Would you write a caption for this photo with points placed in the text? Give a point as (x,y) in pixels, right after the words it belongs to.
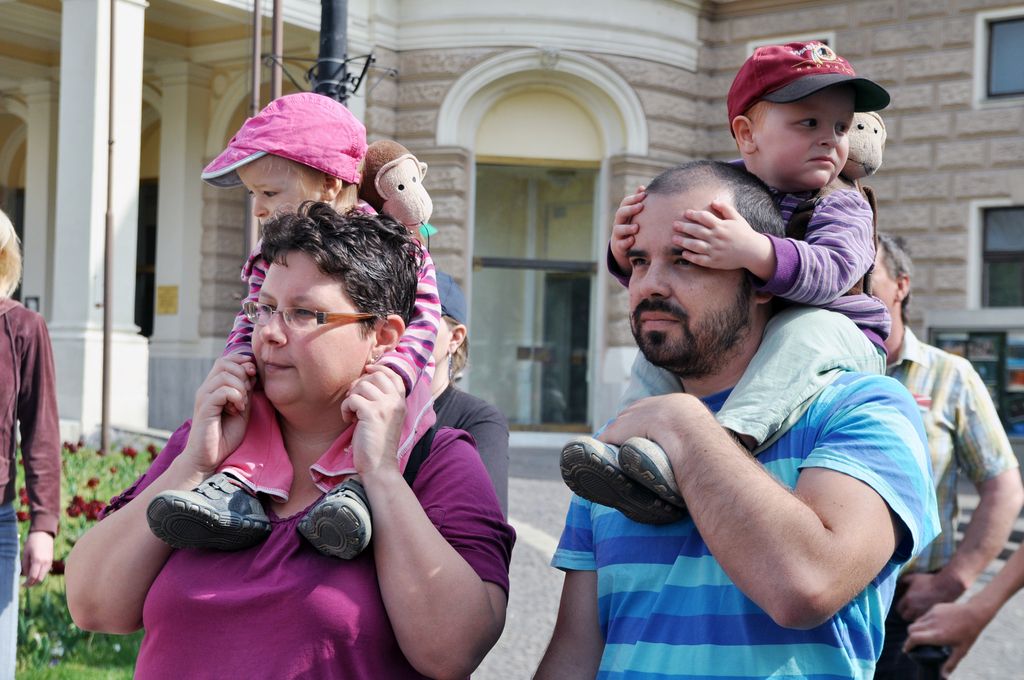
In this image we can see there are two people (240,621) carrying kids (422,339) on their shoulders (760,446) and those kids (365,511) are wearing bags (845,177), behind them there is a group of people (497,449) and in the background (538,171) there is a house (556,253), pole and plants (63,474).
